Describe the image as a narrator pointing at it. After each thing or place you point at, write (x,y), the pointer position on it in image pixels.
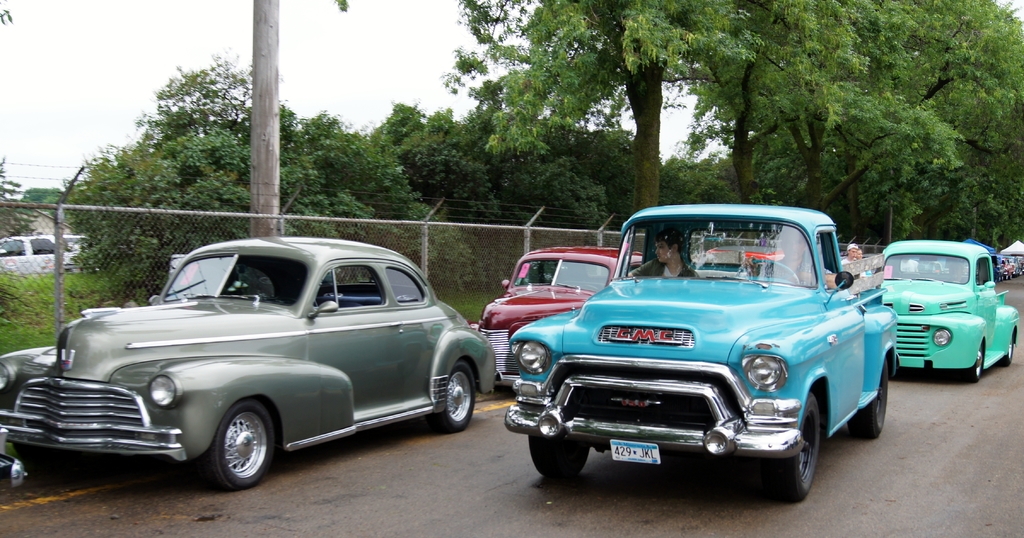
In this image in the center (536,331) there are some vehicles (757,326), at the bottom (949,379) there is road (928,454) and in the background (874,239) there are some people (1004,263) and some tents (1011,251), trees (106,256). In the center (398,226) there is a fence (364,227), trees (173,176), grass (57,287), vehicles (37,270). And at the top (222,44) there is sky (203,56).
